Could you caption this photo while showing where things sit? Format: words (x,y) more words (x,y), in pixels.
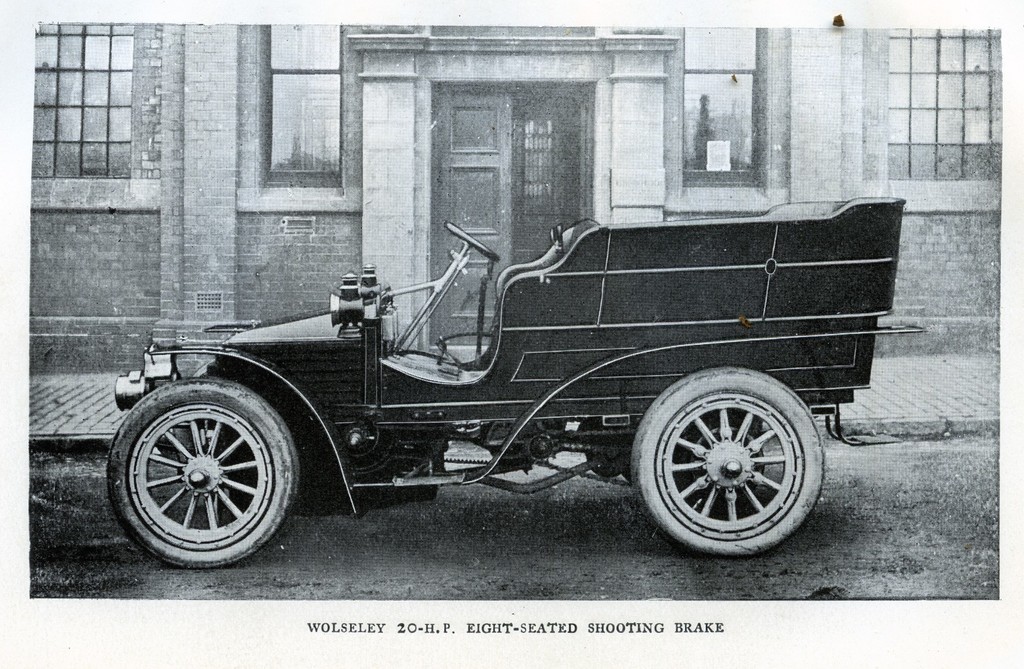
This is a black and white image. In the center of the image (499,388) there is a vehicle (545,278) on the road (424,538). In the background (212,90) there is a building (552,116) and we can see a door (508,134) and windows (951,138). At the bottom (436,625) there is text (485,632).
